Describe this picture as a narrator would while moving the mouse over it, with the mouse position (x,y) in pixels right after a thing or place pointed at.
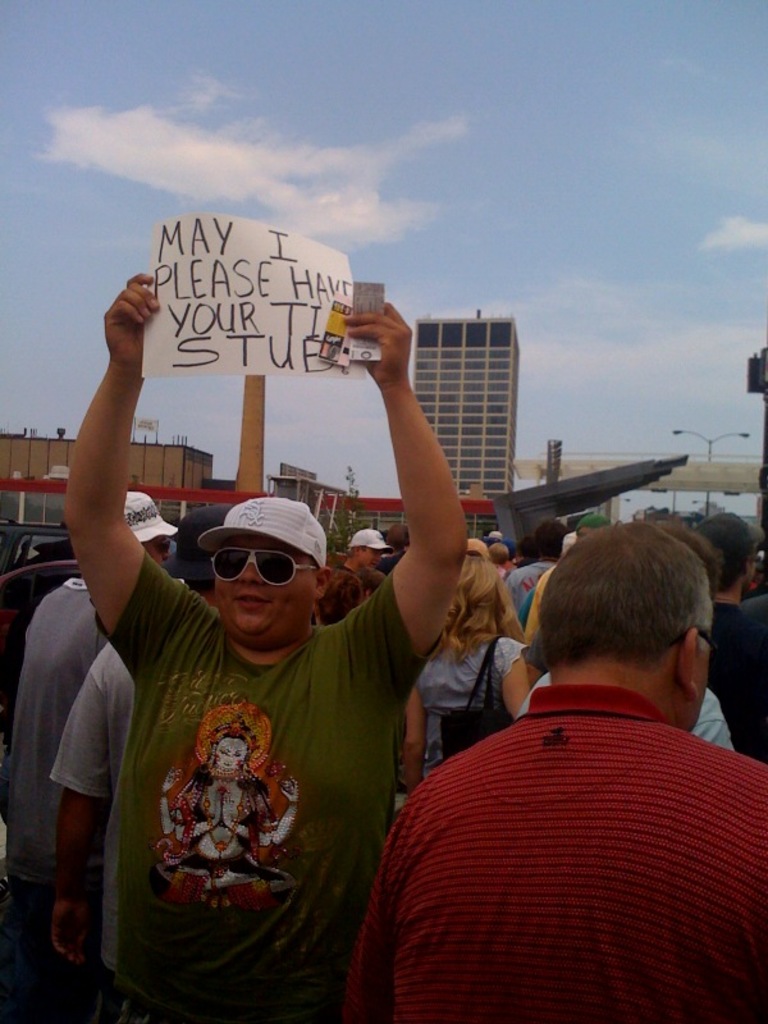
At the bottom of the image (253,822) few people (112,730) are standing and a man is holding a sign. Behind them there are some poles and buildings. At the top of the image (501,253) there are some clouds (265,192) and sky (581,98).
